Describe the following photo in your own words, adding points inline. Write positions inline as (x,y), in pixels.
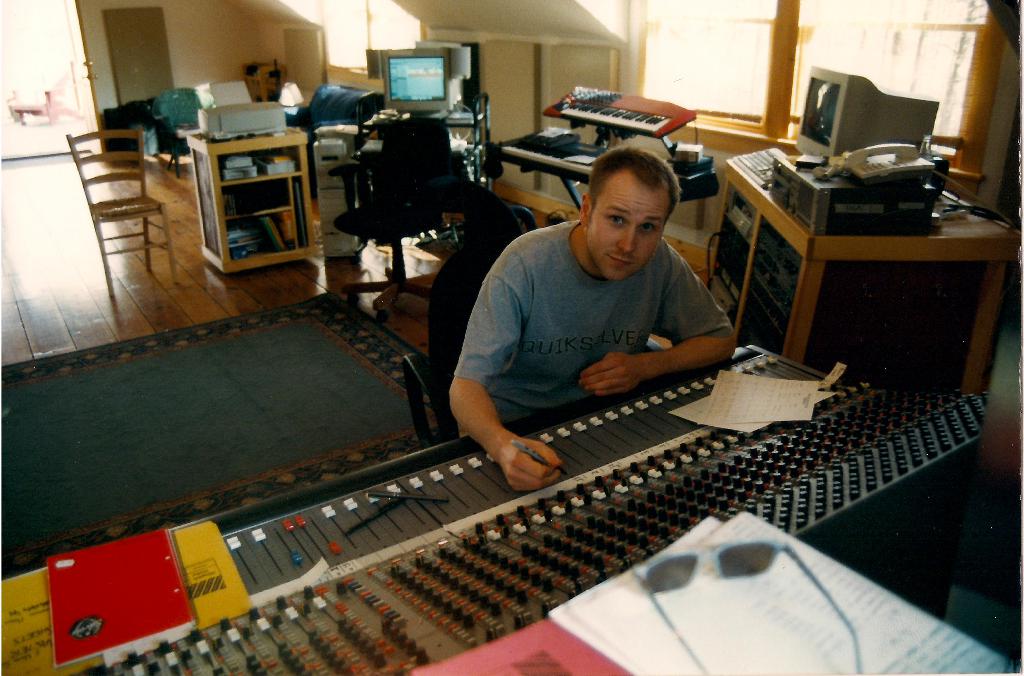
This picture is clicked inside the room (261,258). Man (519,286) in grey t-shirt (518,318) sitting on chair (452,307) is writing with a pen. Beside him, we see a table (862,254) on which monitor (915,134), land phone (855,154) and keyboard (758,164) are placed. Beside that, we see a musical instrument (586,118) which looks like keyboard (587,116) and beside that, we see a monitor (387,102) on the table (464,113). On the top of the picture (861,48), we see windows (867,50) and on the left top of the picture (80,117), we see a door (80,99) which is opened. In the middle of the picture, we see table (229,170), chair (139,153) and cupboard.
